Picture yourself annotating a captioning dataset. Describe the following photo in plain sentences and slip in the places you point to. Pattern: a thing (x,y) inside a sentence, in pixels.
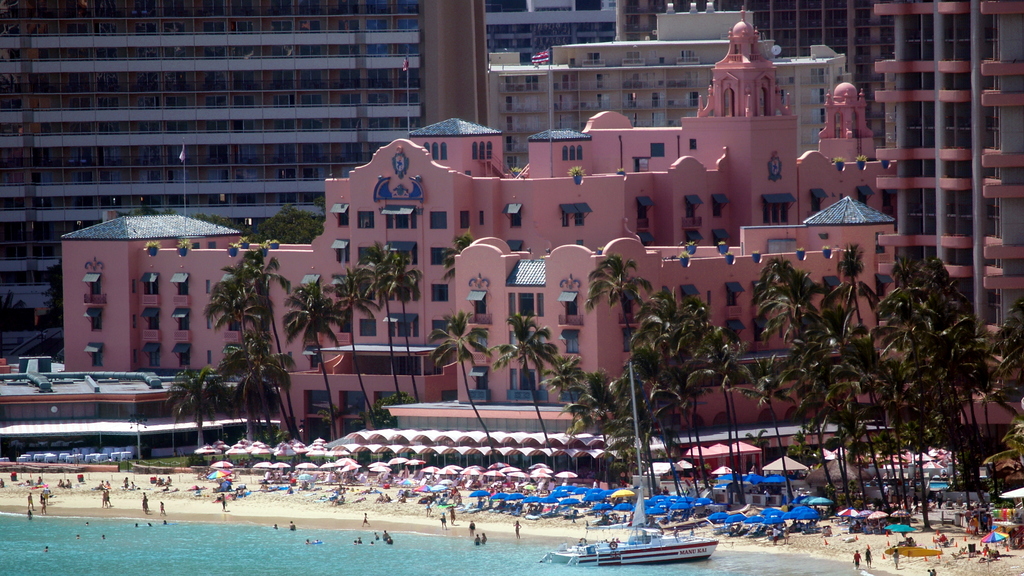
In this image we can see some buildings (478,267), flags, trees (246,311), there are some umbrellas (704,500), tents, people (474,544) on the seashore (379,526), also we can see a boat (628,556) on the sea (784,560).
